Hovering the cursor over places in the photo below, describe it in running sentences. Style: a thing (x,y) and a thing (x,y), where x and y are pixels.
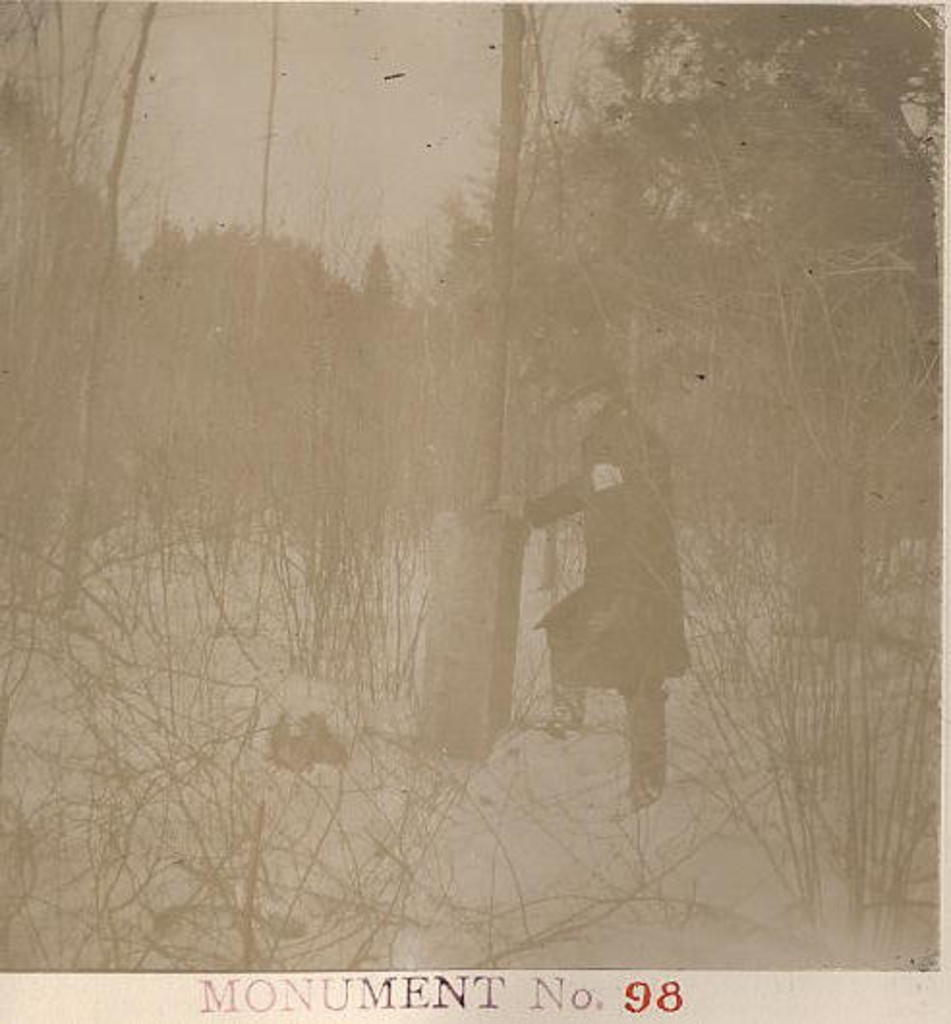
In this image we can see a person (619,456) wearing cap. Near to him there is a pole (480,659). Also there are plants (804,694) and trees (530,438). At the bottom of the image (629,995) something is written. And the image is looking blur.
